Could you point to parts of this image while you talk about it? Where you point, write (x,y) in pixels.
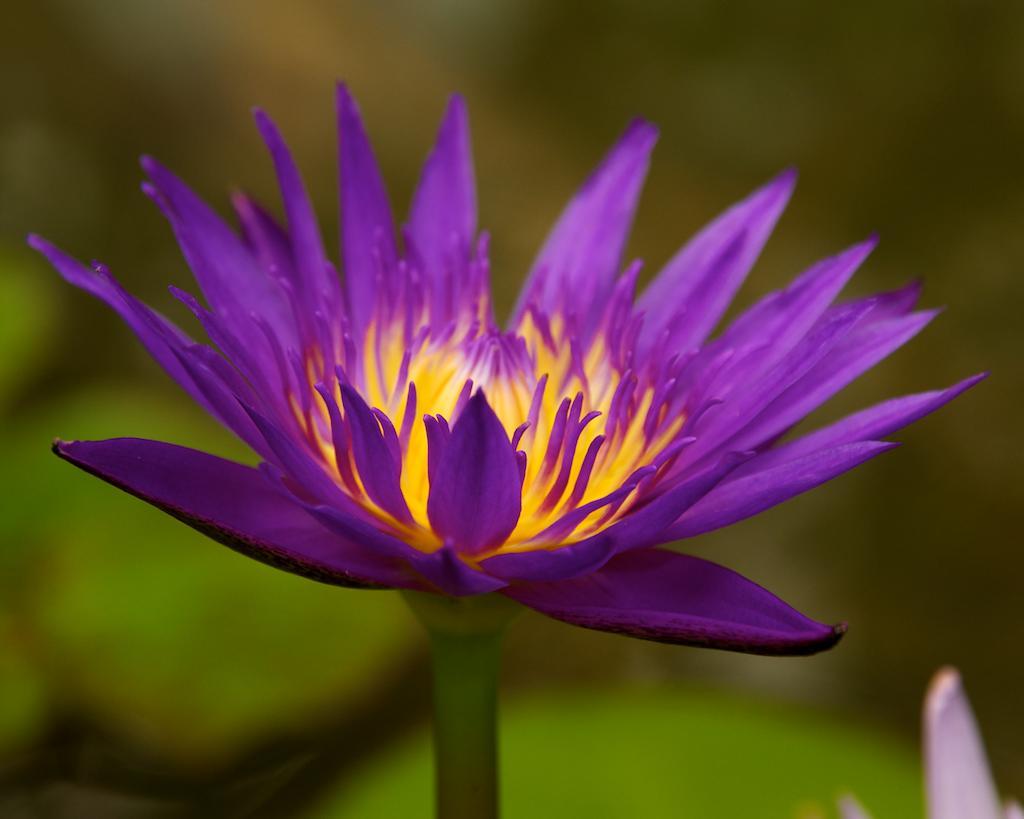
Background (12,97) portion of the picture is blur. This picture is mainly highlighted with a flower (455,187) which is violet and yellow in color. We can see the stem (458,645) of a flower (536,522). In the bottom right corner of the picture (956,770) it seems like a pink flower petal (963,793).
